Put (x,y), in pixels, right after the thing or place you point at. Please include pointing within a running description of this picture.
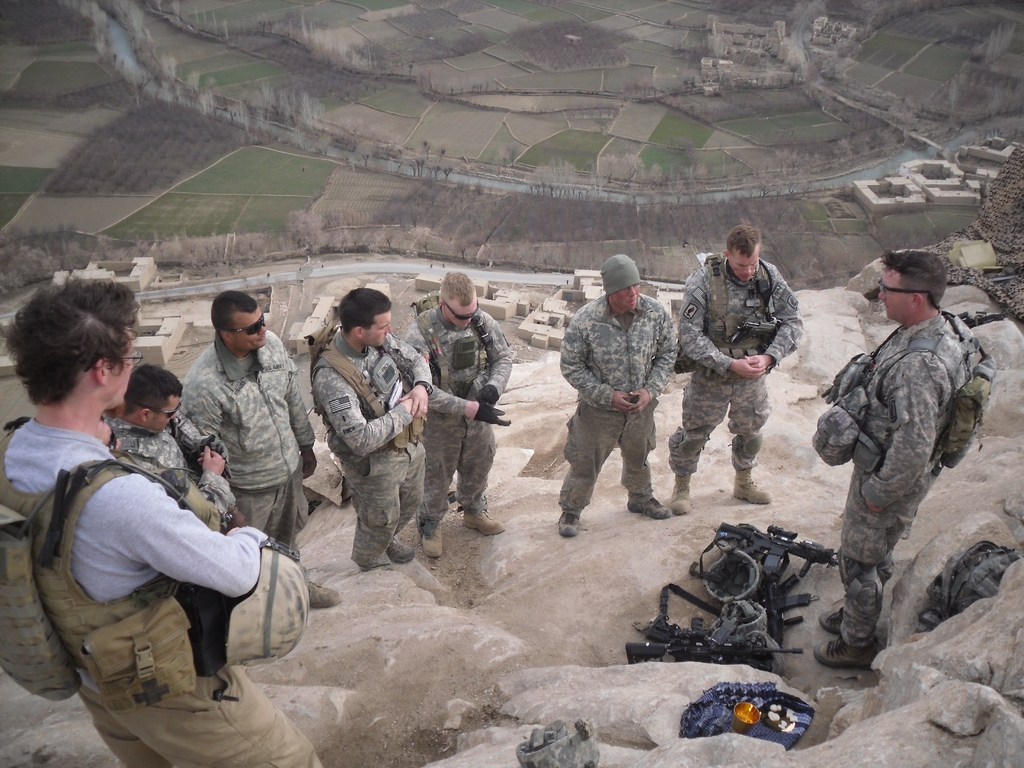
In the picture we can see some group of people (464,390) wearing camouflage dress (211,423) standing and there are weapons (774,586) on ground (701,748) and in the background of the picture (893,103) there are some farmlands (269,170) and houses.
